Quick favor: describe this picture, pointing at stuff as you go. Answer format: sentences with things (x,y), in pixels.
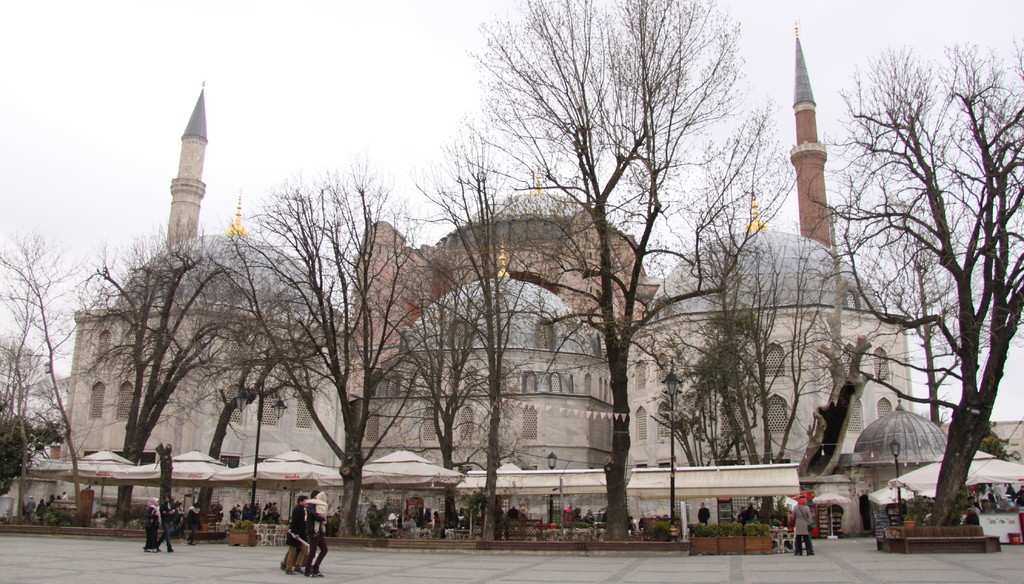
There are persons (170,521) in different color dresses (157,520) walking on the road (517,565). In the background (261,473), there are trees (134,457), tents (195,457), under these tents (392,485), there are persons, there are buildings (551,301), towers (823,150) and there is sky (304,43).
